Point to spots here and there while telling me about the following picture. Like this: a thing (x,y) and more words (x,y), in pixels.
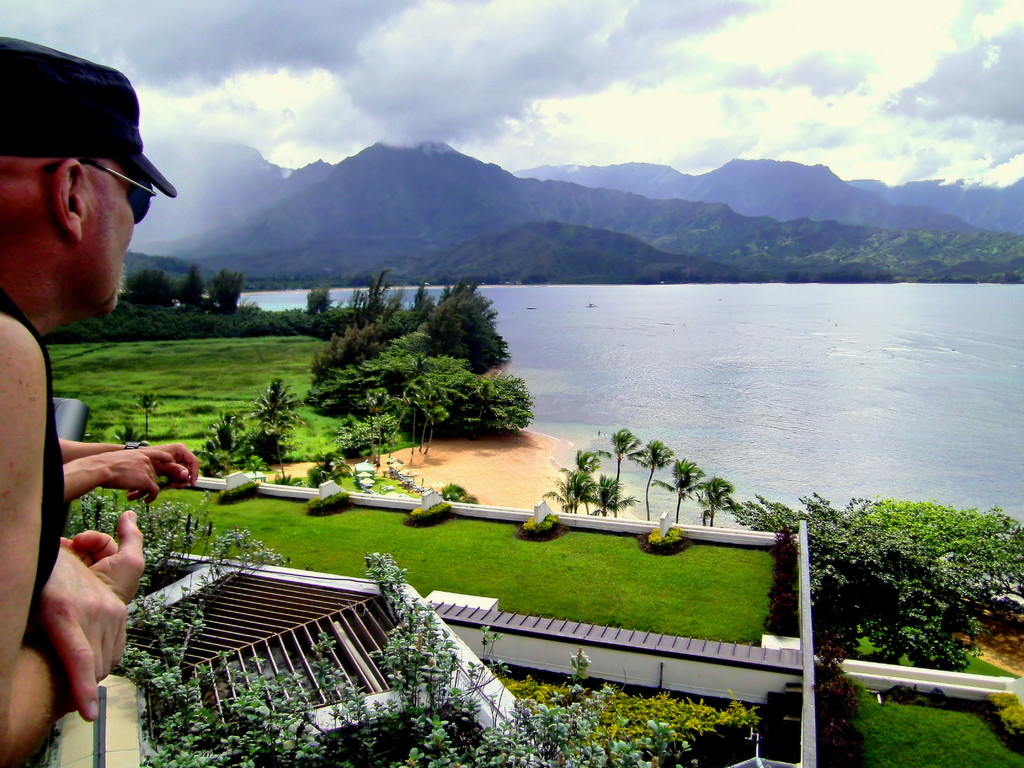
In this image we can see person (78,453) and person hand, there are some trees (368,368) grass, sand (531,451), water (830,415), mountains (579,214) and sky (618,88).
